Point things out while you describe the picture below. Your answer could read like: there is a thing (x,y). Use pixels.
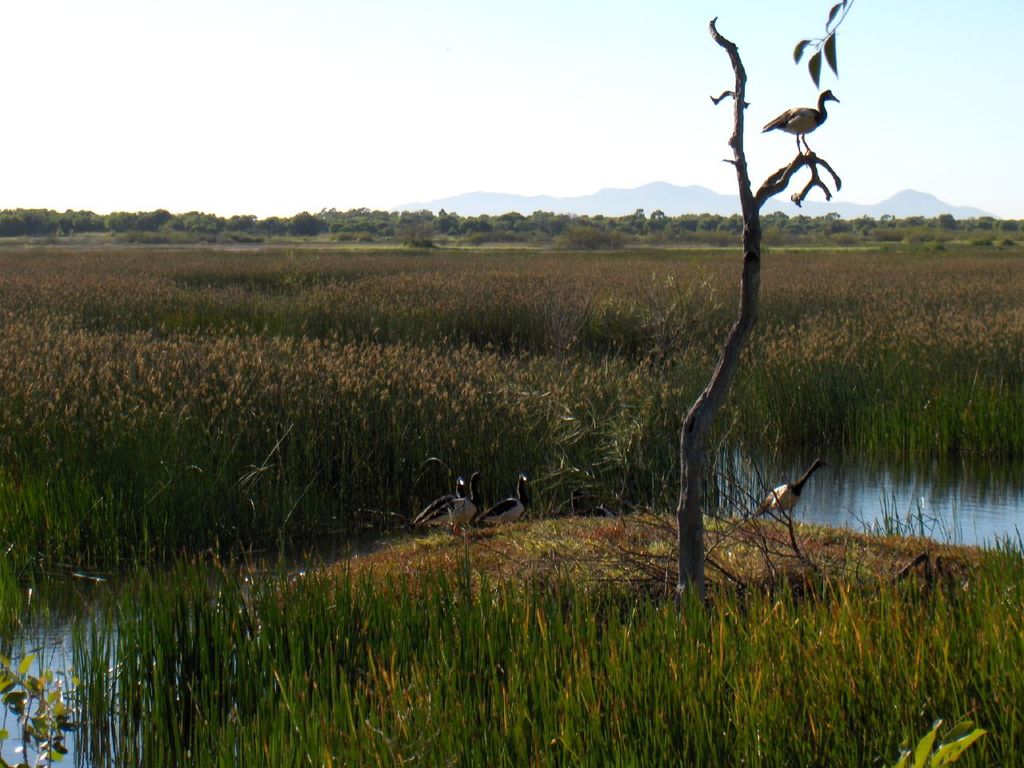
In this image, I can see the birds (791,491). This looks like a tree (745,205). I can see another bird (824,114) standing on a branch (810,161). This looks like the grass (489,431). Here is a water (902,492) flowing. In the background (507,227), I can see the trees (560,219) and hills (604,194).
